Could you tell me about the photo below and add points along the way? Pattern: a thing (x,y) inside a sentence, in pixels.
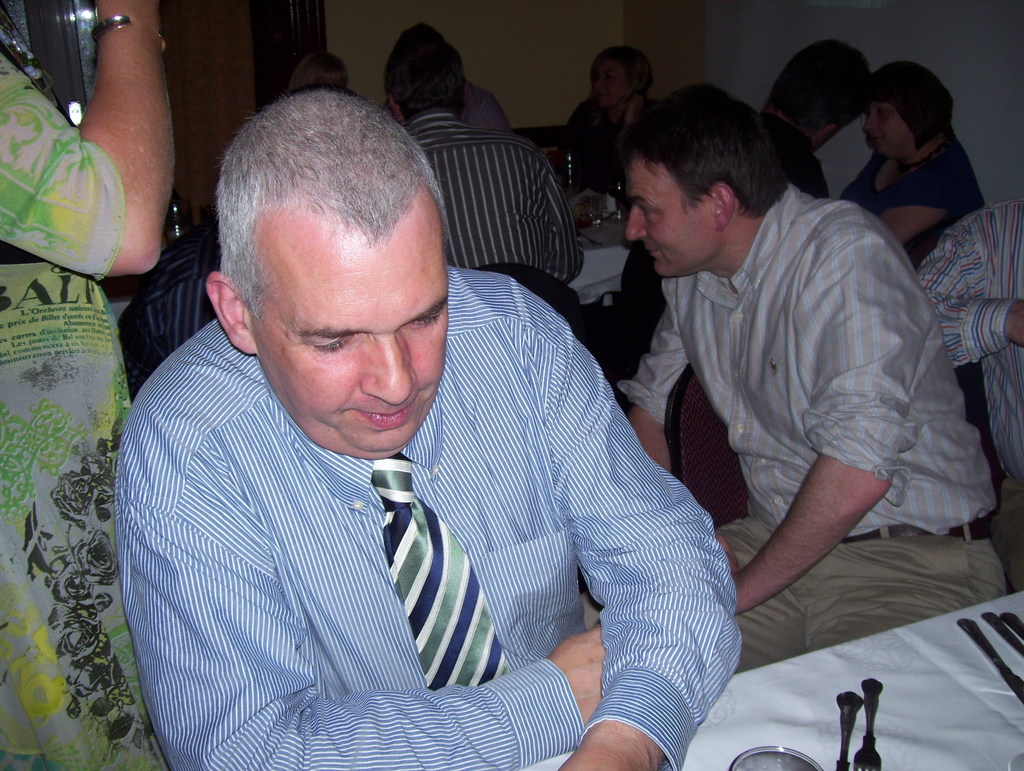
In this image we can see people (524,322) sitting and there are tables (814,694). There are spoons (852,719) and glasses (766,761) placed on the tables (938,736). In the background (528,64) there is a wall (757,77). On the left (108,217) there is a person (57,307) standing.
